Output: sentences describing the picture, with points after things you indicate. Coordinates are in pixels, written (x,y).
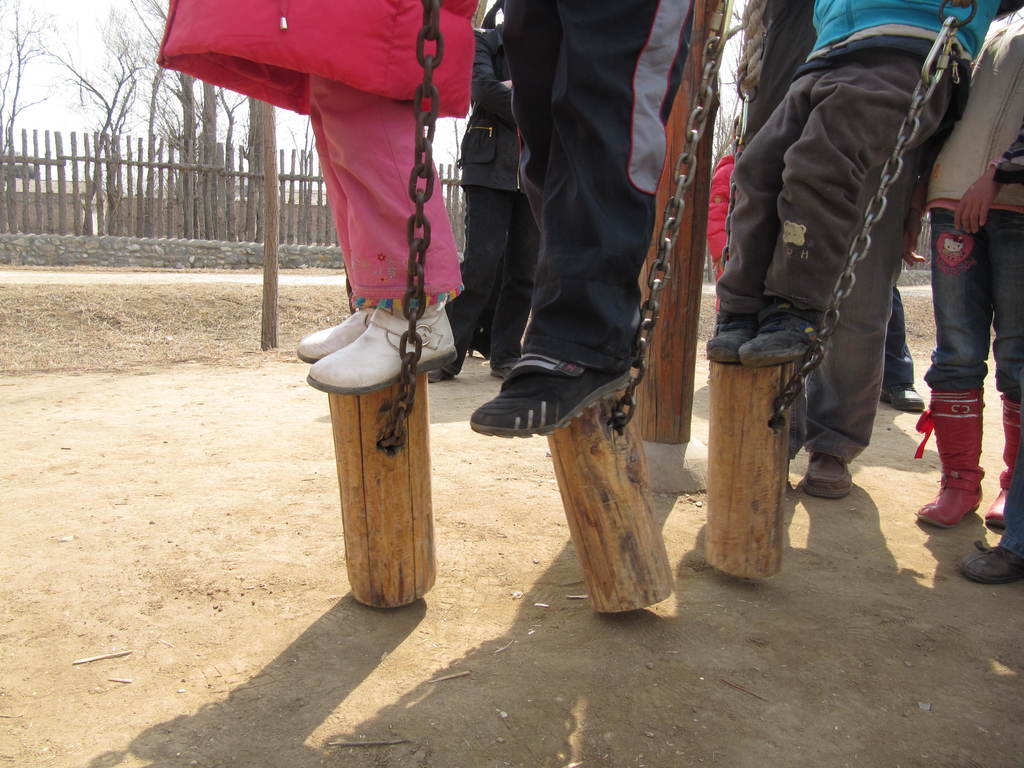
In this image we can see persons (591,160) standing on the logs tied with chains (431,175). In the background (215,144) we can see sticks (108,228), fence (165,194), trees (163,142) and sky (94,83).
